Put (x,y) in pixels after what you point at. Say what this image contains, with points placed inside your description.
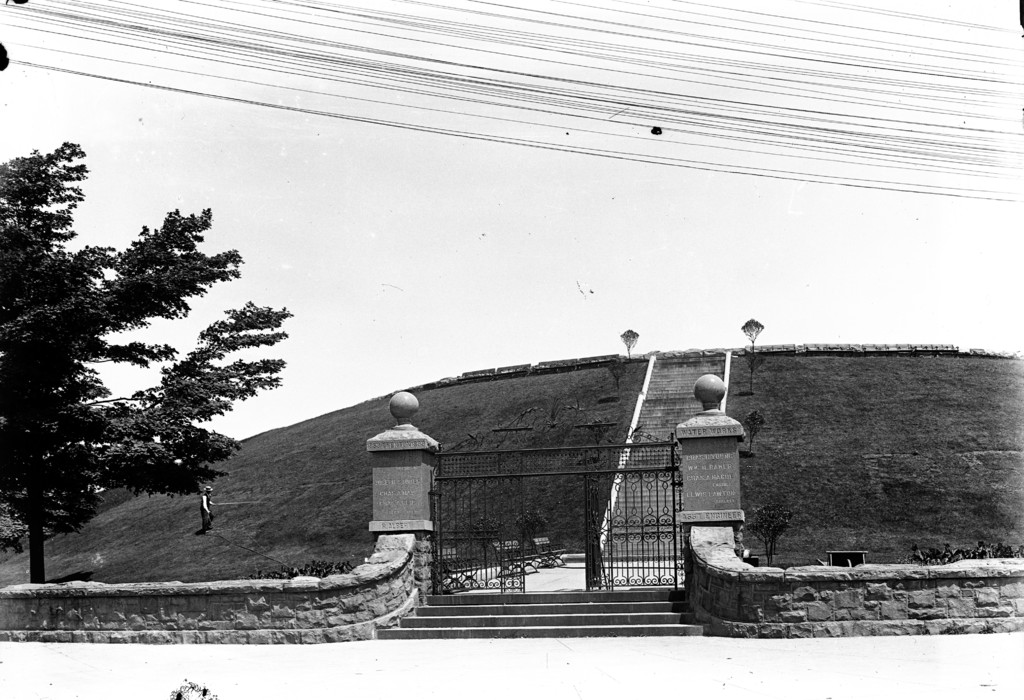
This image is a black and white image. This image is taken outdoors. At the top of the image (501,179) there is a sky (527,206) and there are many wires (516,74). On the left side of the image (19,291) there is a tree (94,432) and a man (205,524) is walking on the ground (245,528). In the middle of the image (489,445) there is a ground (910,442) with grass (875,412) on it and there are a few stairs (668,401). There are two pillars (681,430). At the bottom of the image (868,606) there are two walls (176,611) and there are two gates (627,538). There are a few stairs (541,606).
